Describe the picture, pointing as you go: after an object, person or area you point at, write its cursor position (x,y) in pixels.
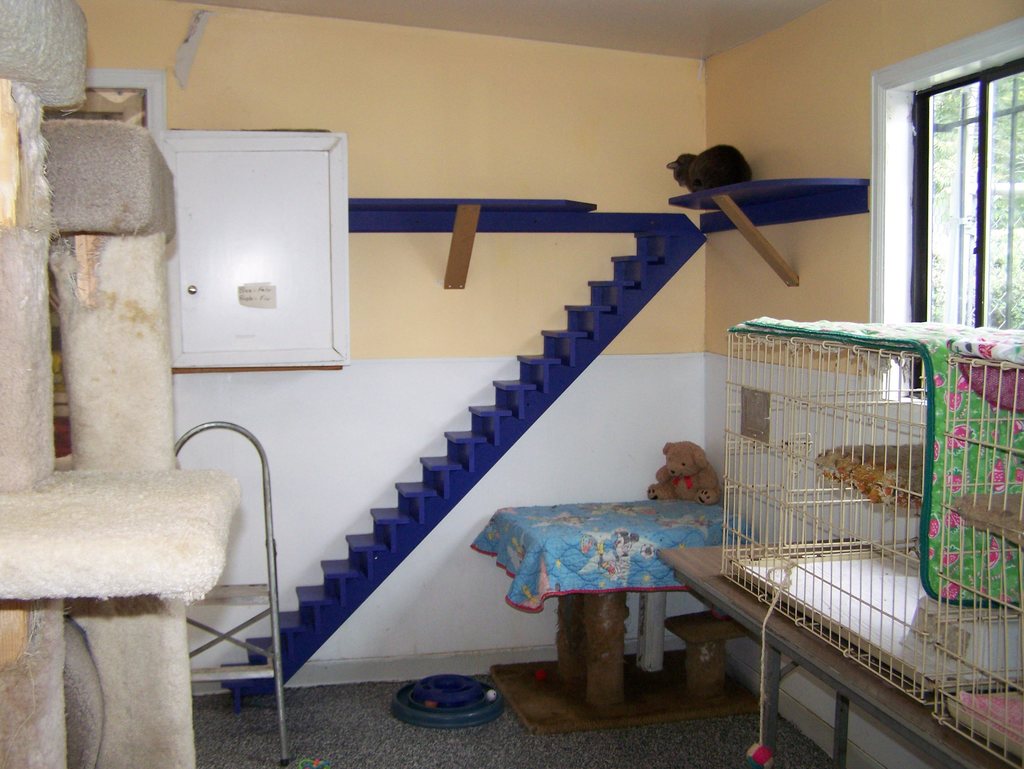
In the background (557,102) we can see the wall (506,57). On the rack (767,200) we can see a black cat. We can see a white cupboard (268,206). We can see a blue staircase (435,527). On the right side (988,228) we can see a window (1010,245). Through glass (995,208) we can see green leaves (951,174). On the table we can see a cage (992,476). Far on the table (647,509) we can see a teddy bear (660,494). We can see the stool (262,592).
